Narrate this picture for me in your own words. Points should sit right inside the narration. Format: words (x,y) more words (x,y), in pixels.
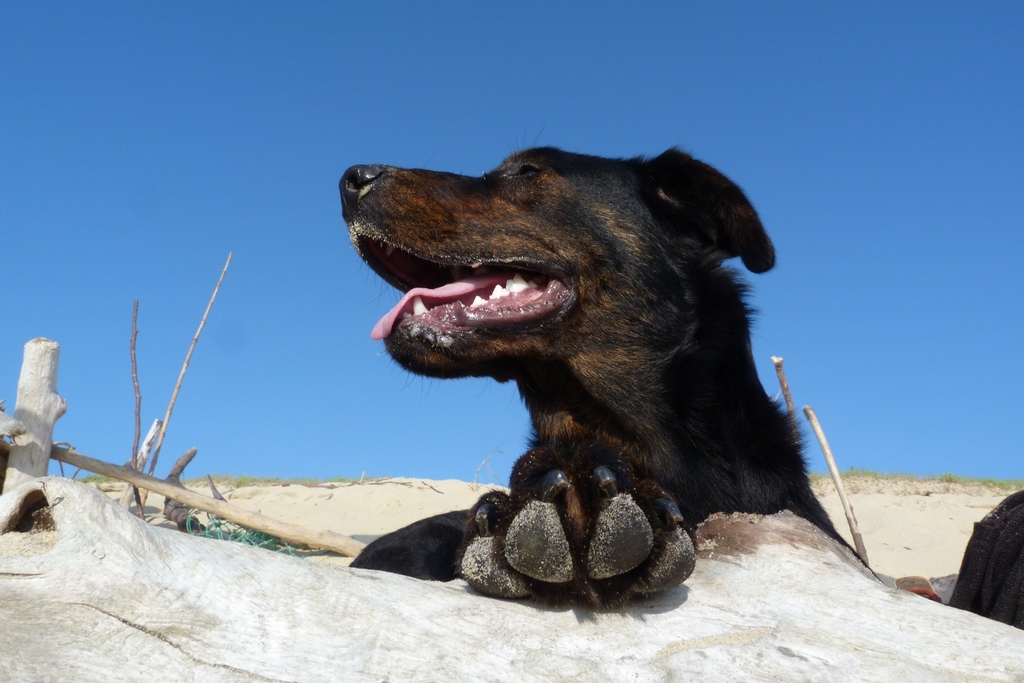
In this image we can see an animal (579,317), there is a trunk (189,558) of a tree (283,564), there are sticks (844,496), and, grass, also we can see the sky (884,310).
